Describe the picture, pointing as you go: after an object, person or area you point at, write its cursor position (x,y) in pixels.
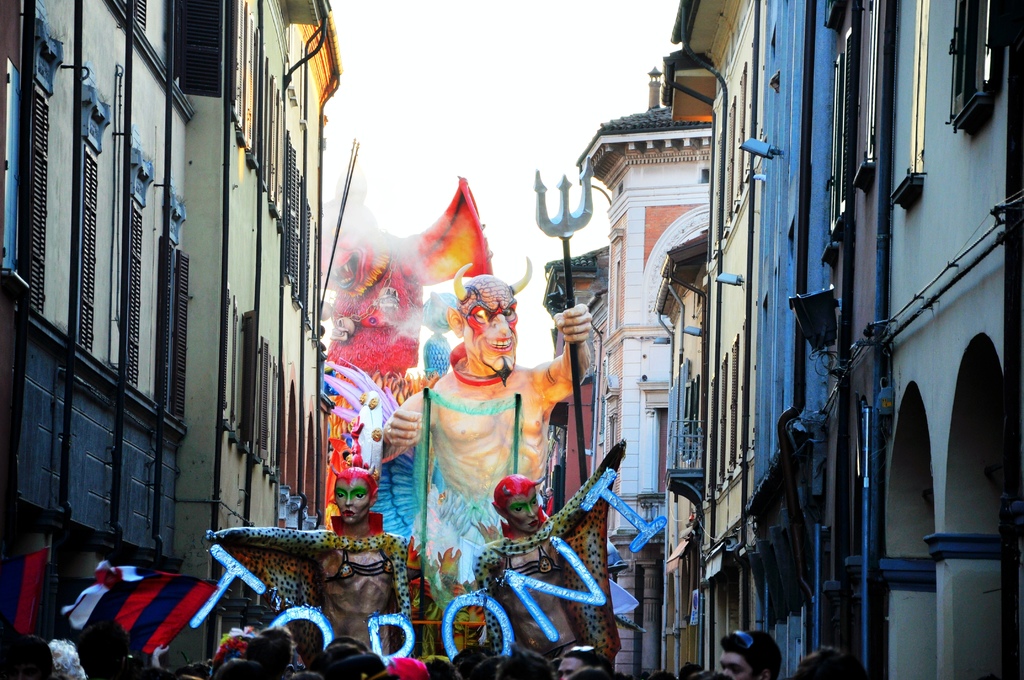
In this picture I can see there is a carnival (504,473) and there are many people (264,631) standing at the bottom of the image (17,679), there are huge idols (281,583) and there are a few buildings (681,418) at right (783,489) and left sides. The sky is clear.
